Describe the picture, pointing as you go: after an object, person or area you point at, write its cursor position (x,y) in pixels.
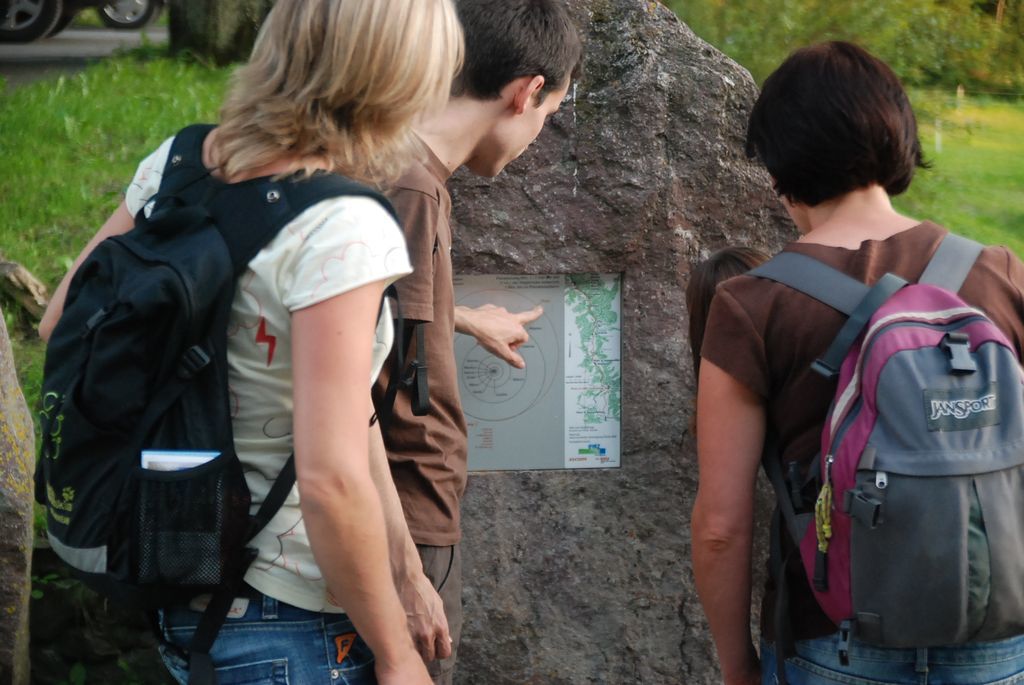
In the image we can see there are people (412,109) who are standing and they are carrying backpacks (994,524).
